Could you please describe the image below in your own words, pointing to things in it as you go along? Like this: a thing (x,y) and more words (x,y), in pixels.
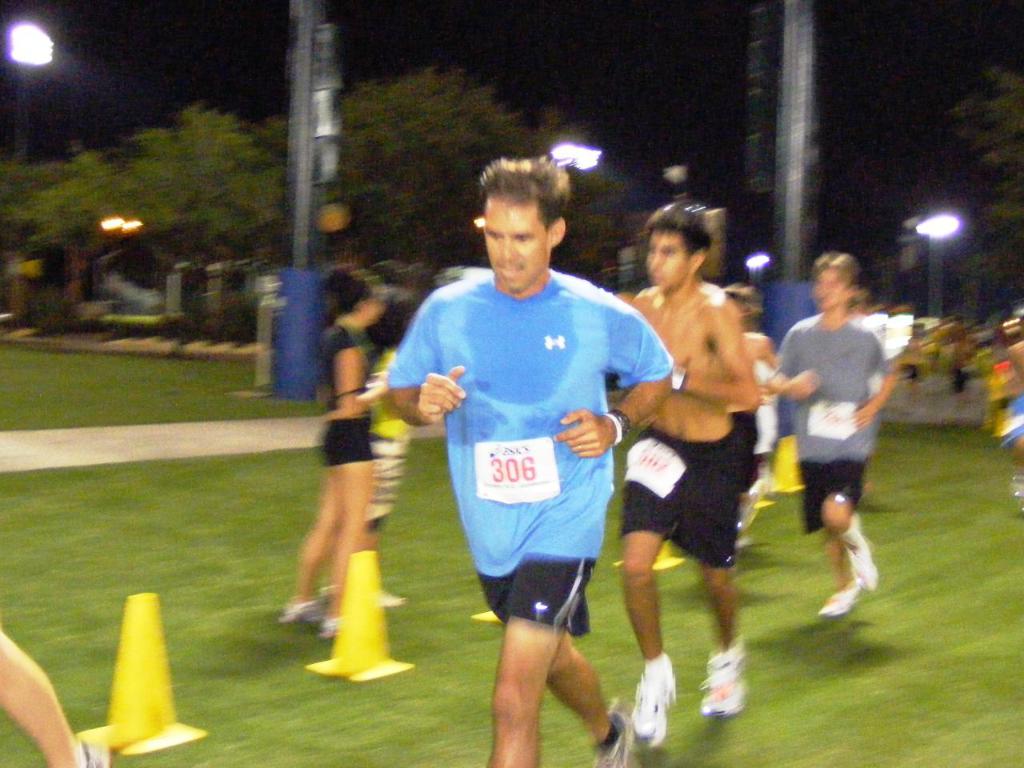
There is a group of persons (705,511) are running on a grassy land (239,492) as we can see in the middle of this image (415,496). There are some trees (374,244) in the background (159,250).
